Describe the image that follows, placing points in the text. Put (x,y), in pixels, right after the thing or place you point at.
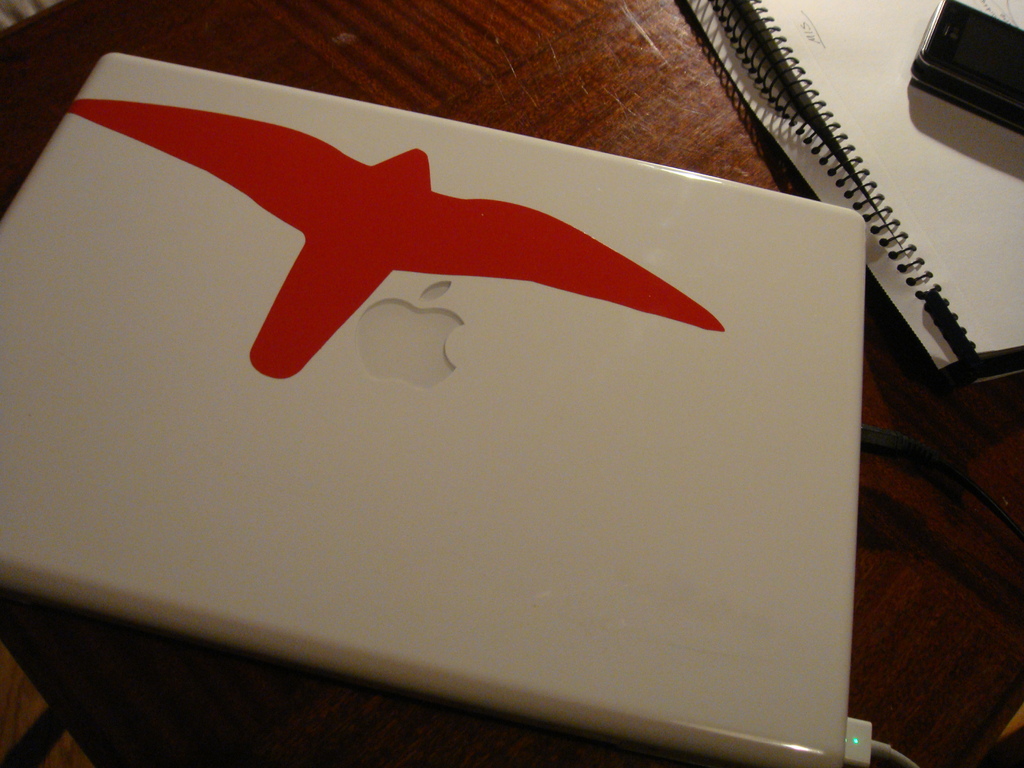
In the image we can see wooden surface (473,61), on the surface (626,59) there is a book (746,73) and on the book (937,103) there is a device (961,86). There is even a laptop (447,433) on the wooden surface (554,78).
